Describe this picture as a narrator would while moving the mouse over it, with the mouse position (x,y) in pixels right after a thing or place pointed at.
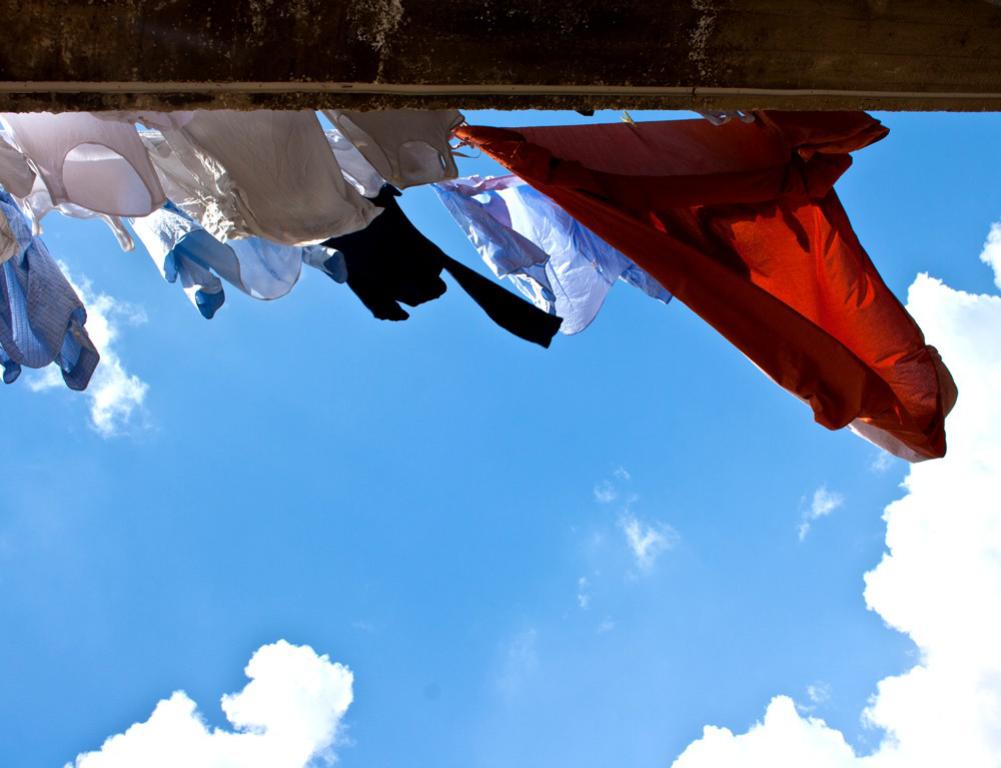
In this image I can see clothes (821,193) hanging on a rope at the top of the image (771,158) I can see a wooden wall (315,14) just above the clothes (124,119). I can see the sky (625,548) at the bottom of the image (628,534).
